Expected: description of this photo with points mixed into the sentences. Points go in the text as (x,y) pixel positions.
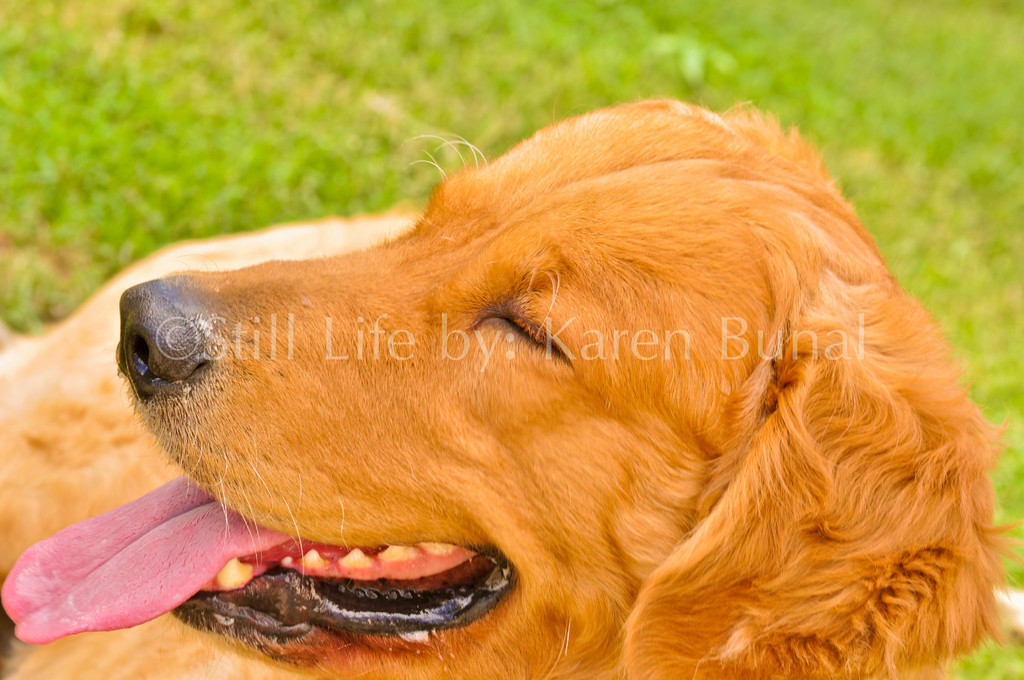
In this picture we can see a dog (857,646). There is some text (218,337) visible on this dog (240,305). Some grass (298,94) is visible on the ground (291,213).
